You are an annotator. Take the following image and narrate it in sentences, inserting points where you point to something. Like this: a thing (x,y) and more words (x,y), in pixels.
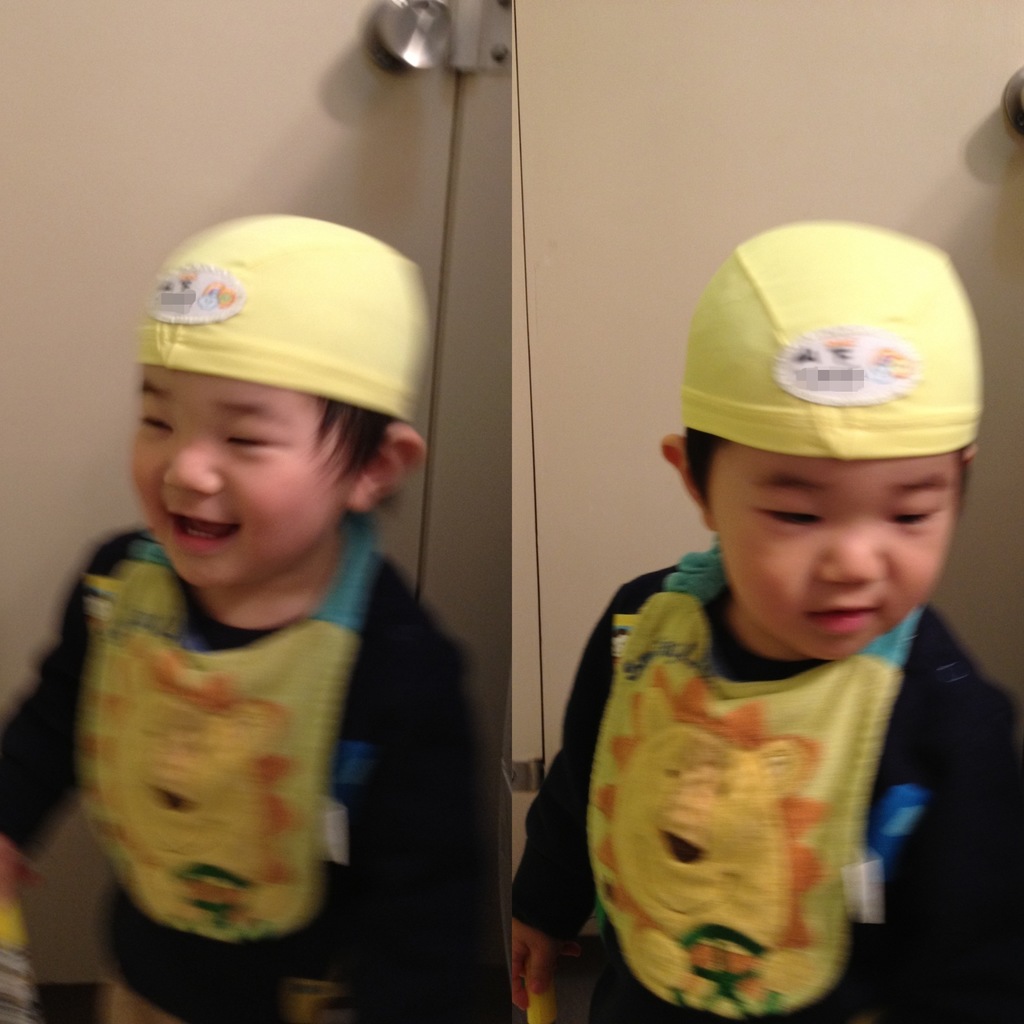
This picture is a collage of two images. In these two images I can observe a boy (696,709) standing on the floor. He is wearing yellow color cap (320,321) on his head (250,545). In the background (434,319) I can observe door (285,155).
